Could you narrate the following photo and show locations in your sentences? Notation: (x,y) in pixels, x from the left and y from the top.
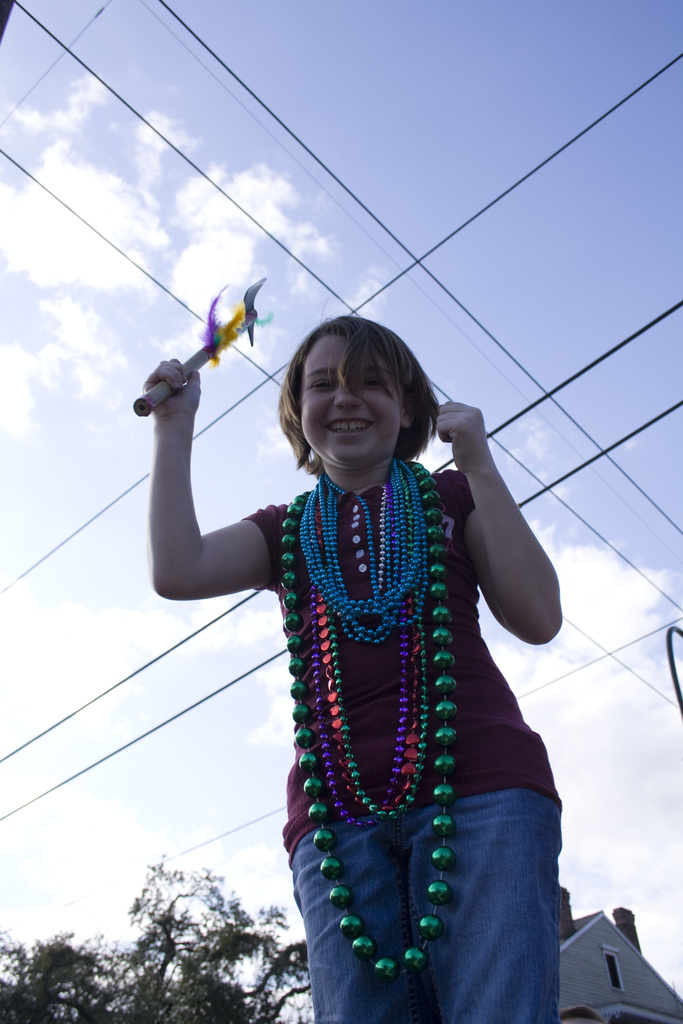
In this image we can see a person (337,455) standing and holding a toy axe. In the background (195,617) there are wires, tree (190,930), building (580,951) and sky (611,565).
